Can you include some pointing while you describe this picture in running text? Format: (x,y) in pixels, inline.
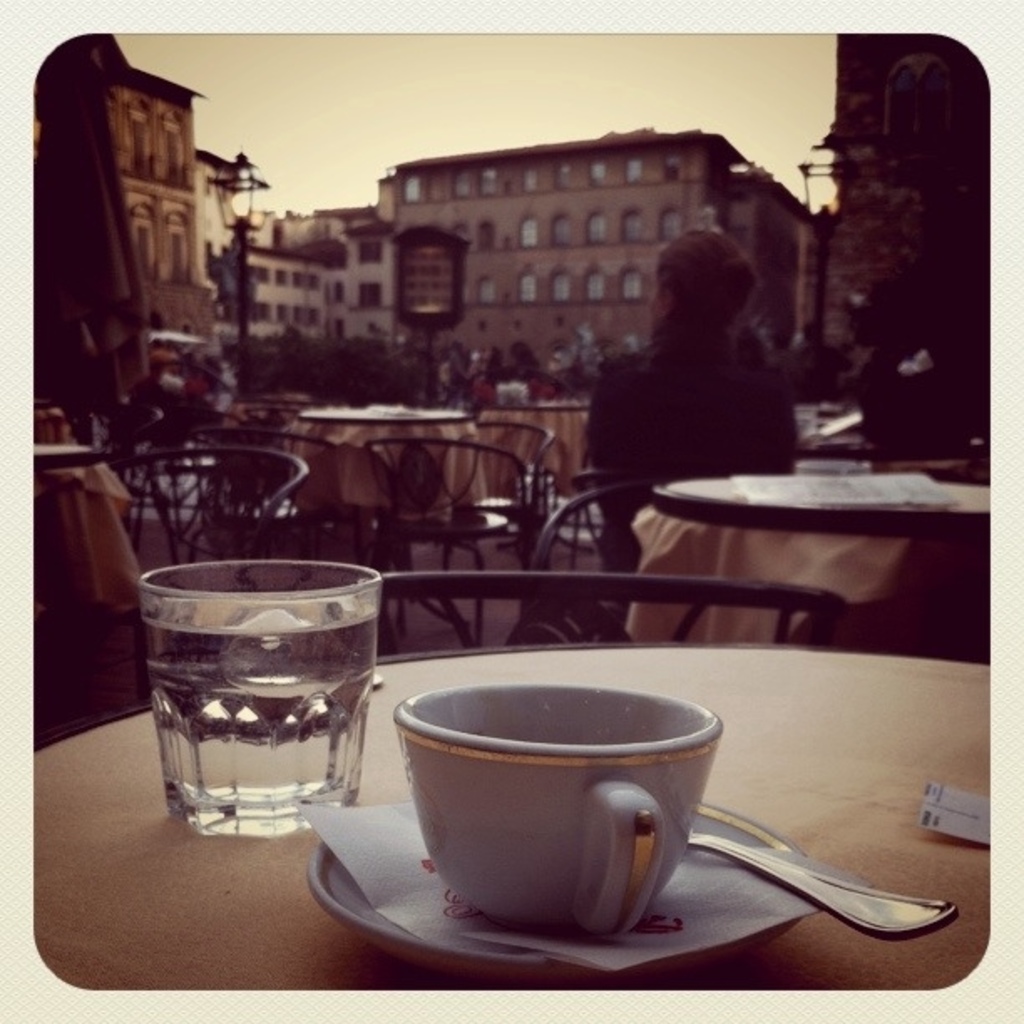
There is a coffee cup (413,726) with water glass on a table (683,980) on the other table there is a woman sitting and a building (589,169) on opposite road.
